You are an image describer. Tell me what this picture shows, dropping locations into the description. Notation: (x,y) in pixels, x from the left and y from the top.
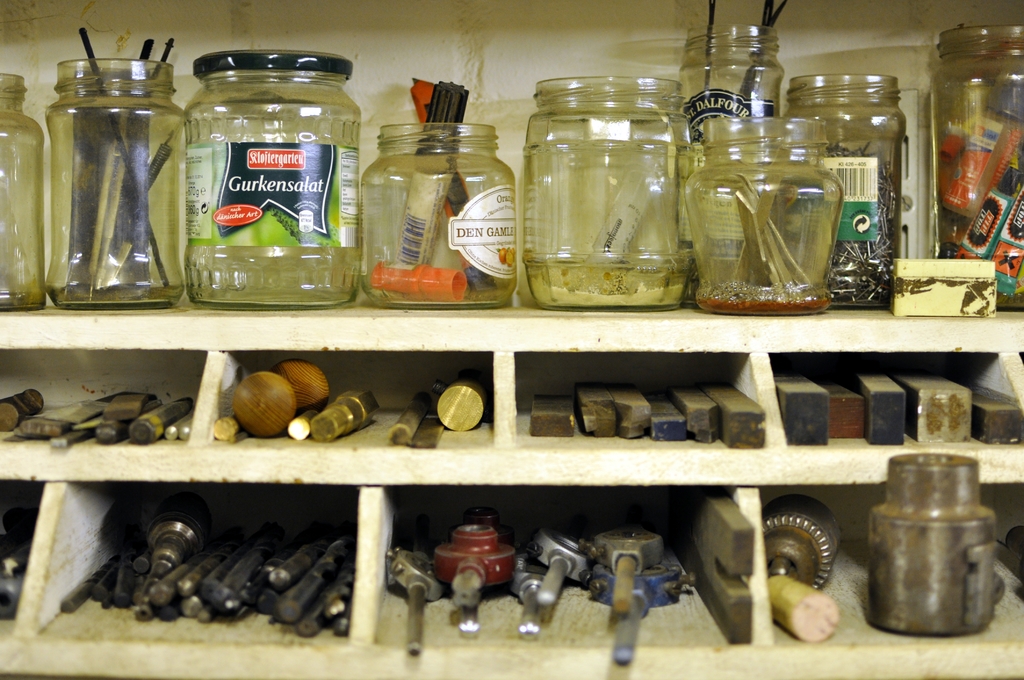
In the image on the top (618,117) we can see few jars (548,149) and in the center (479,413) we can see few tools (395,426). In jar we can see marker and tools (751,229). Coming to back there is a wall (449,51).
